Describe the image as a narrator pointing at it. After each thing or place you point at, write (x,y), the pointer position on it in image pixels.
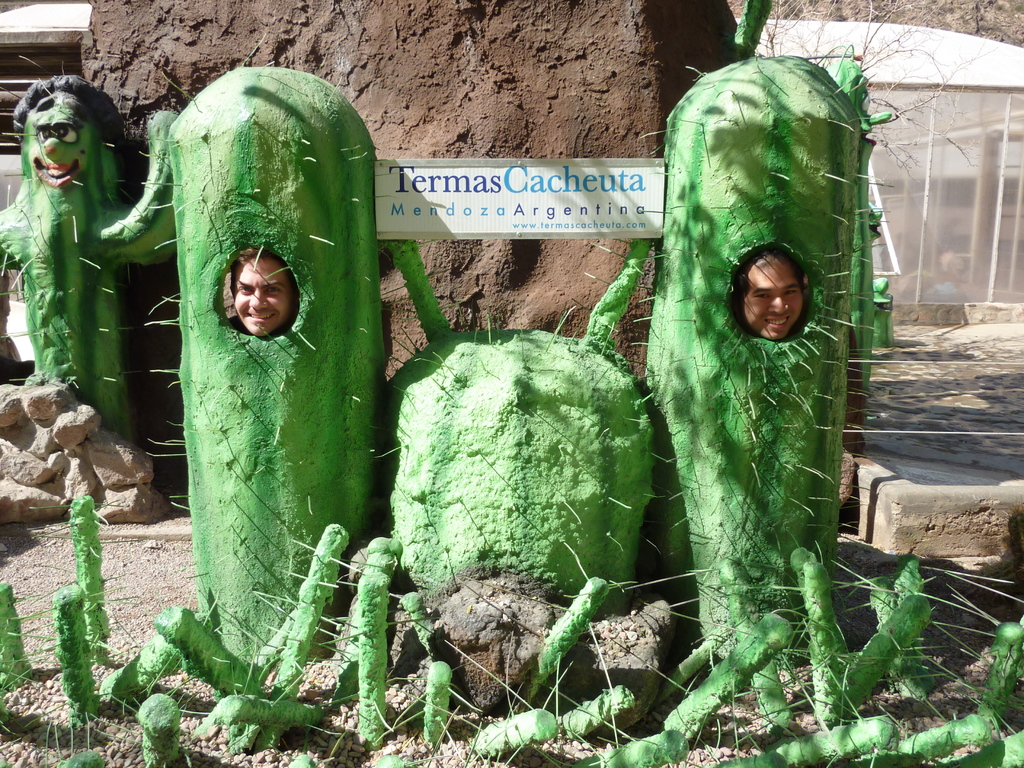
There are statues (495,550) of cactus plants (598,536). Inside the cactus plants (731,364) there are two persons (763,313) keeping the head (290,289) on holes (750,300). Also there is a board (463,182) with something written. In the back (410,56) there is a wall (500,75). Also there are trees (867,52) and a building (932,121).
